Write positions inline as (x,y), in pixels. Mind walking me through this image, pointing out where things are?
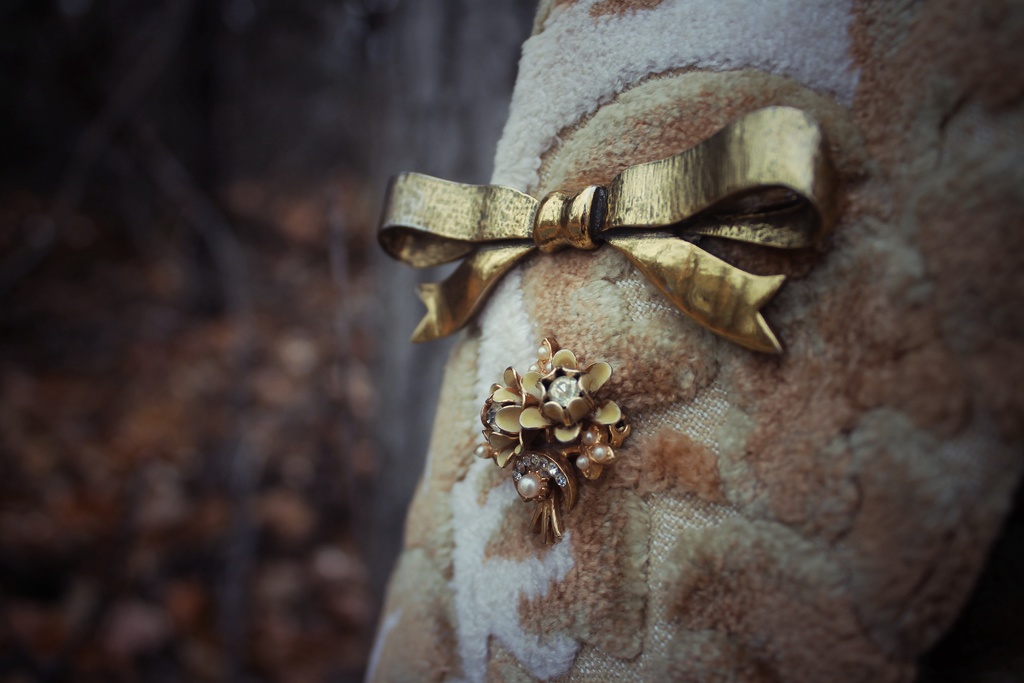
In this image we can see decors (546,427) placed on the cloth (670,483).
